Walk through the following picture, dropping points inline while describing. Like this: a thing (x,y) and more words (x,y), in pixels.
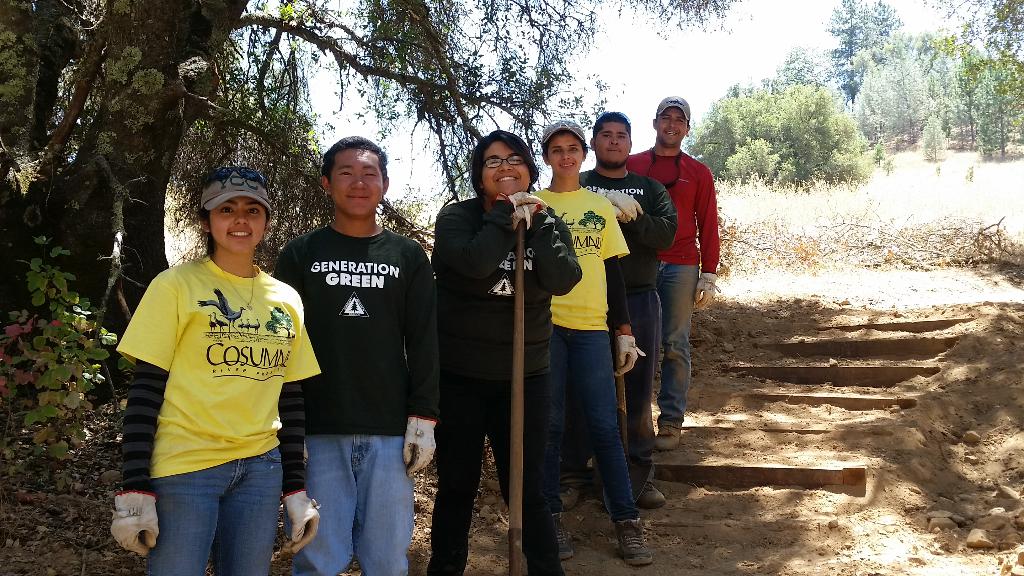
In the center of the image (395,292) we can see people (542,236) standing and smiling. In the background (692,73) there are trees (916,91) and sky (649,76). On the right (837,447) we can see stairs (880,414).
